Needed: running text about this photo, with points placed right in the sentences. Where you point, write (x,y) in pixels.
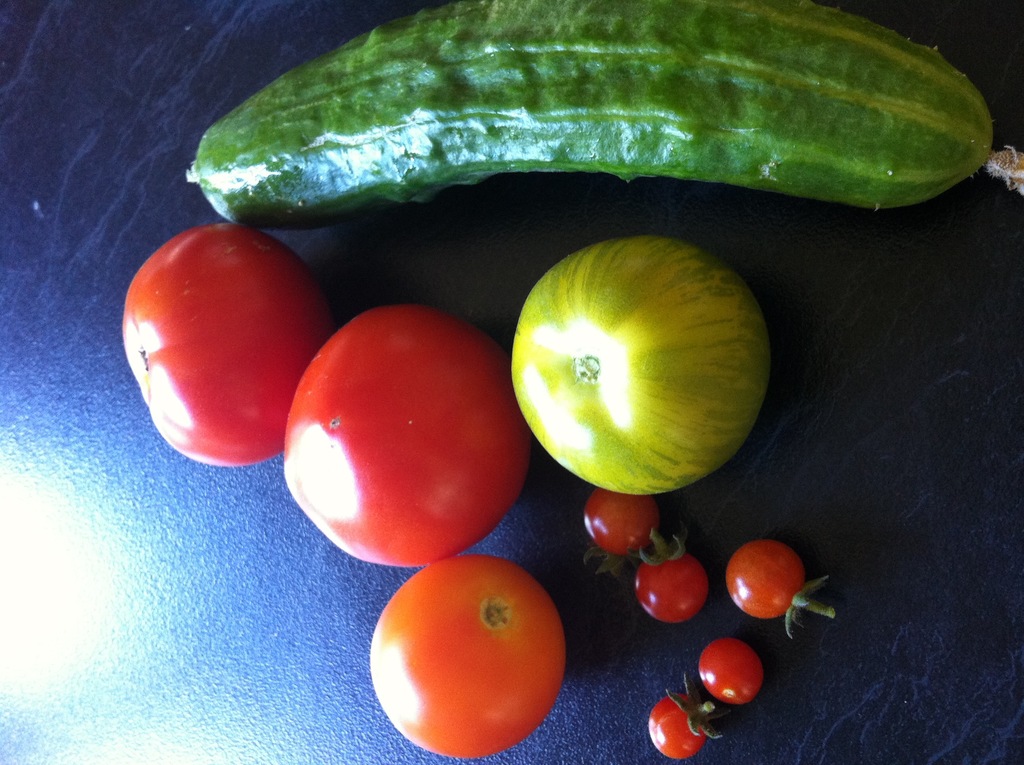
In this image there are fruits (644,420) and vegetables (375,188) on a surface (198,62).
